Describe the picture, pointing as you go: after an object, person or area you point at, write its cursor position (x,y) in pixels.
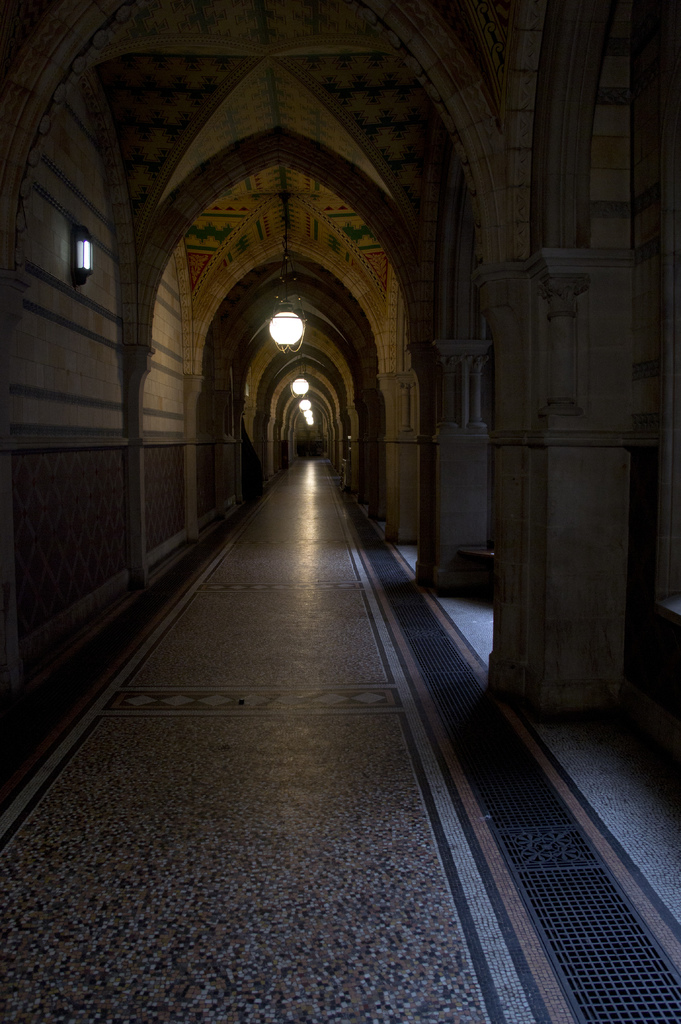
In the foreground of this image (290,841), in the middle (294,542), there is the floor (319,831). At the top (307,55), there are arches (311,249) and lights (293,319) to it. On the left (96,430), there is the wall (116,385) and a light (86,259) on it. On the right (533,524), there are pillars (446,477).
